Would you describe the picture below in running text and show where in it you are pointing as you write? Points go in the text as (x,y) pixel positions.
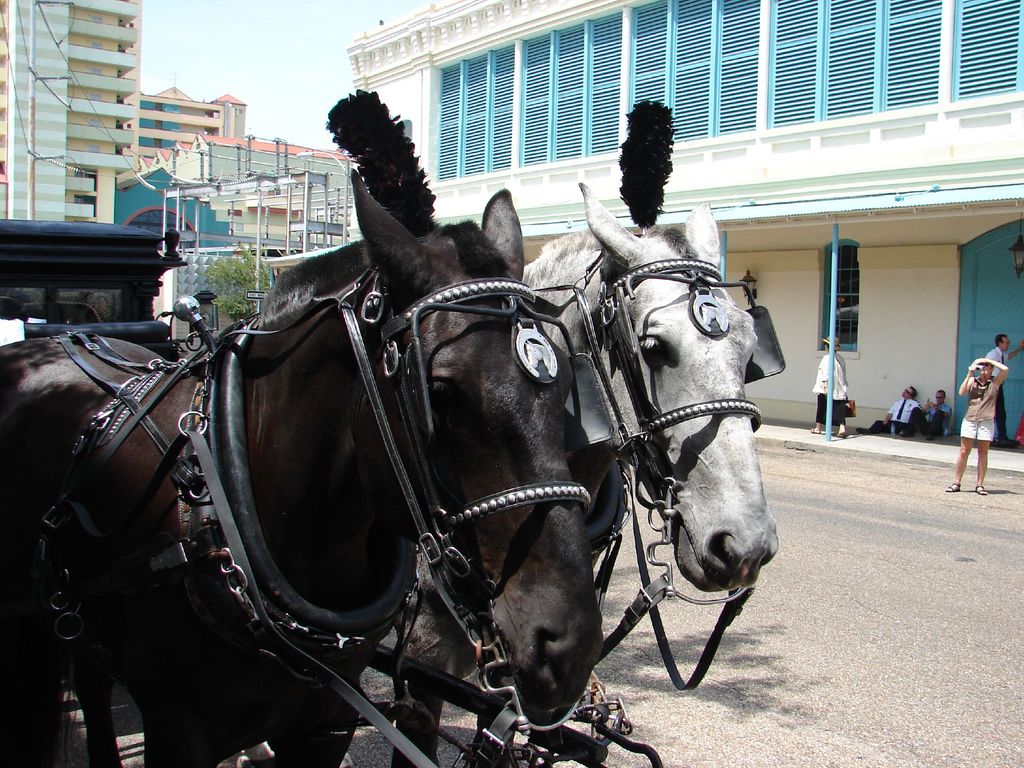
In the image there are two horses (485,482), black and white. There is a cart (95,261) tied to them and beside the horses (321,359) there are many other buildings (783,117) and some people (1003,390) were residing under the shelter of the building (939,374) and a woman (839,380) is walking on the path (958,445), another person (986,404) is taking the photo of the horses (722,566), in the background (230,72) there is a sky (180,62).
